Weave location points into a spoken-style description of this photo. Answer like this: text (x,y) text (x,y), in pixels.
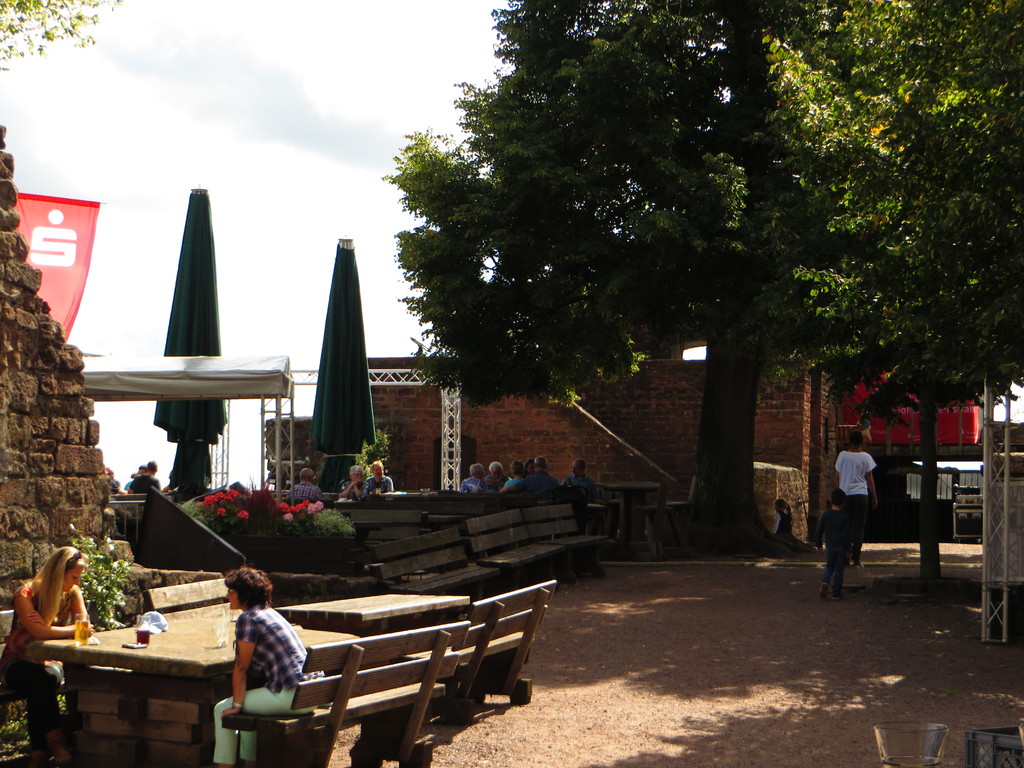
This picture shows a house (617,390) and we see a tree (773,310) and few people (581,484) seated and couple of them (858,472) walking and we see benches (333,678) and tables (347,601) and couple of umbrellas (207,273) and a cloudy sky (248,87).
